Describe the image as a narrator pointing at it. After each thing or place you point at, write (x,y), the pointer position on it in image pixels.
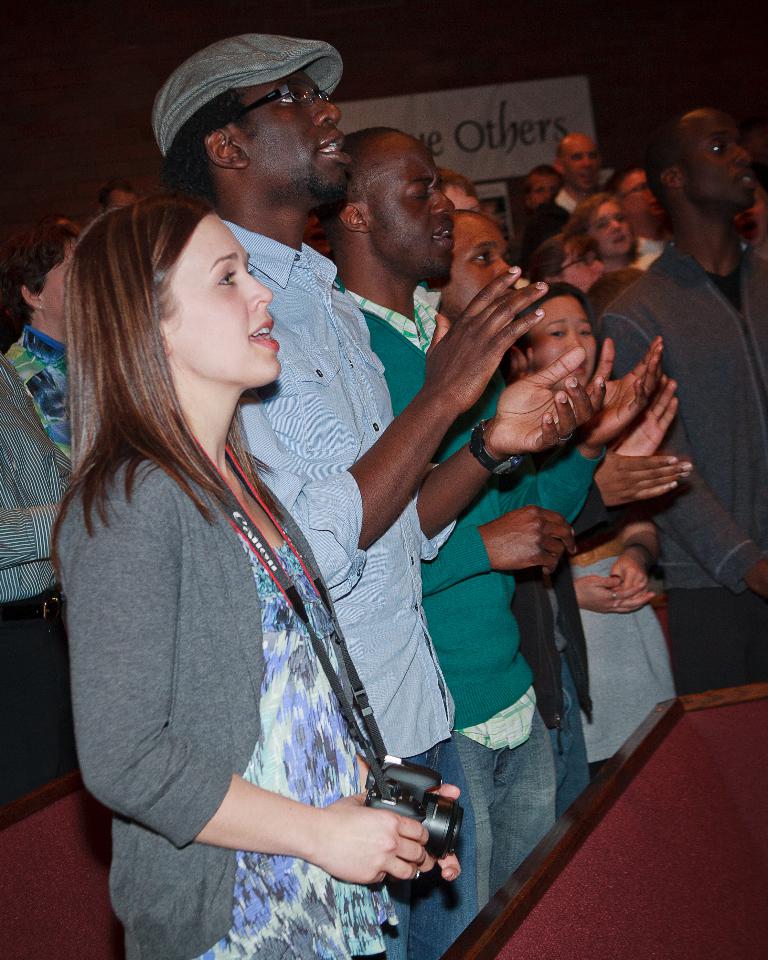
In this picture, we see people (389,328) standing and clapping hands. In front of them, we see a pew (597,895). The woman (223,661) in grey jacket (223,661) is holding a camera (417,798) in her hands (372,820) and she is singing the song. Behind them, we see a white board (460,118) with some text (441,153) written on it. It is dark in the background (134,94).
